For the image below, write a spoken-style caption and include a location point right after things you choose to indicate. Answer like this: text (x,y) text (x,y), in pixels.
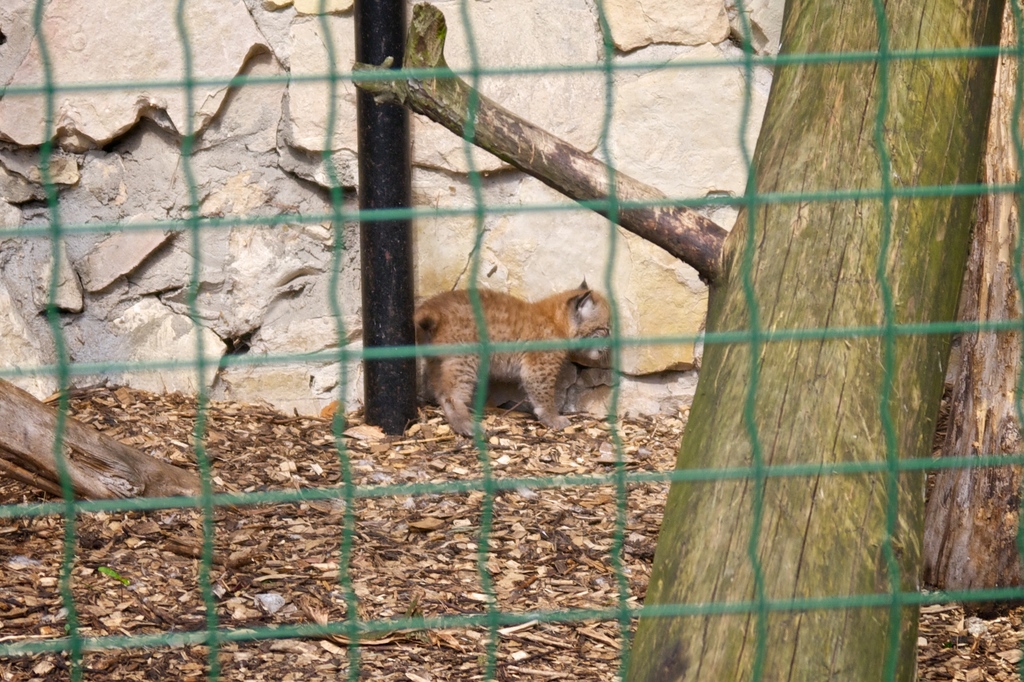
In the picture we can see a net (622,573) from it, we can see a tree branch (803,538) and surface (580,439) with dried leaves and rock wall (623,120) and near it we can see the pole (408,373) and a cub (547,398).
